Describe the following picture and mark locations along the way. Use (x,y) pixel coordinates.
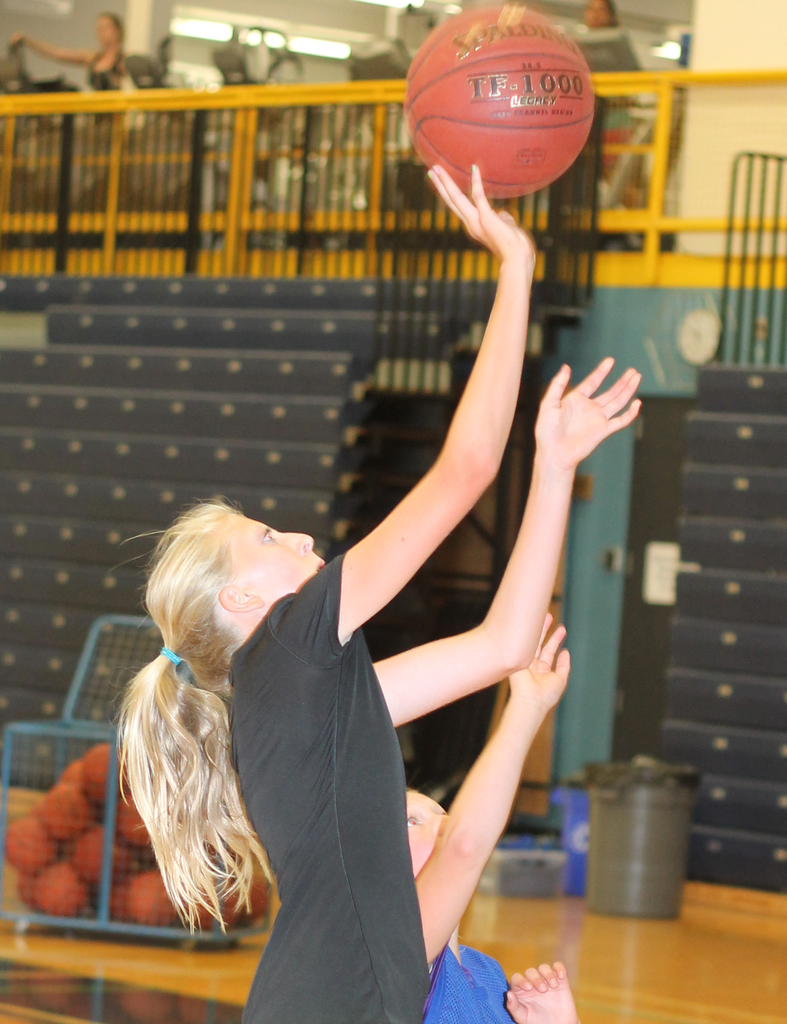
This image is taken in a playing court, where there are two women (406,980) and a woman (319,760) in black T shirt (332,671) is about to throw the ball (516,191). In the background (56,867), there are balls (83,853) in the basket (74,850), few dustbins (641,878), stairs (762,639), railing (733,351) and two persons (596,4).
